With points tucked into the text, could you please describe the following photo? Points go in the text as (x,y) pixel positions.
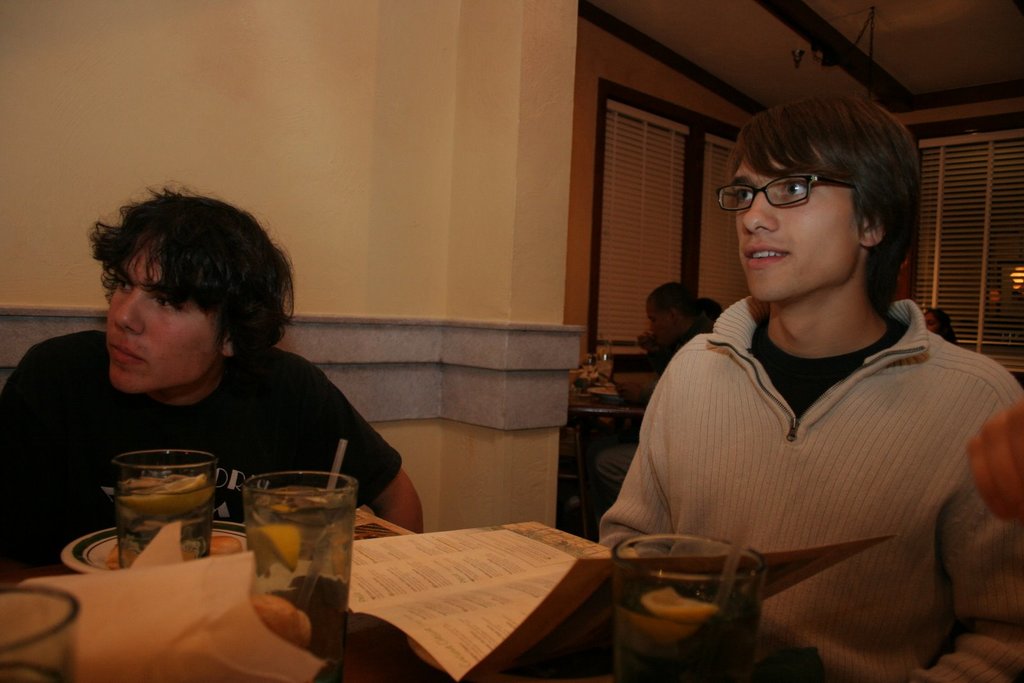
Here we can see that a man (773,167) is sitting on the chair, and in front (472,573) here is the table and glasses (656,610) and some objects (494,575) on it, and at beside a person (185,334) is sitting, and at back (254,90) here is the wall (526,214).
